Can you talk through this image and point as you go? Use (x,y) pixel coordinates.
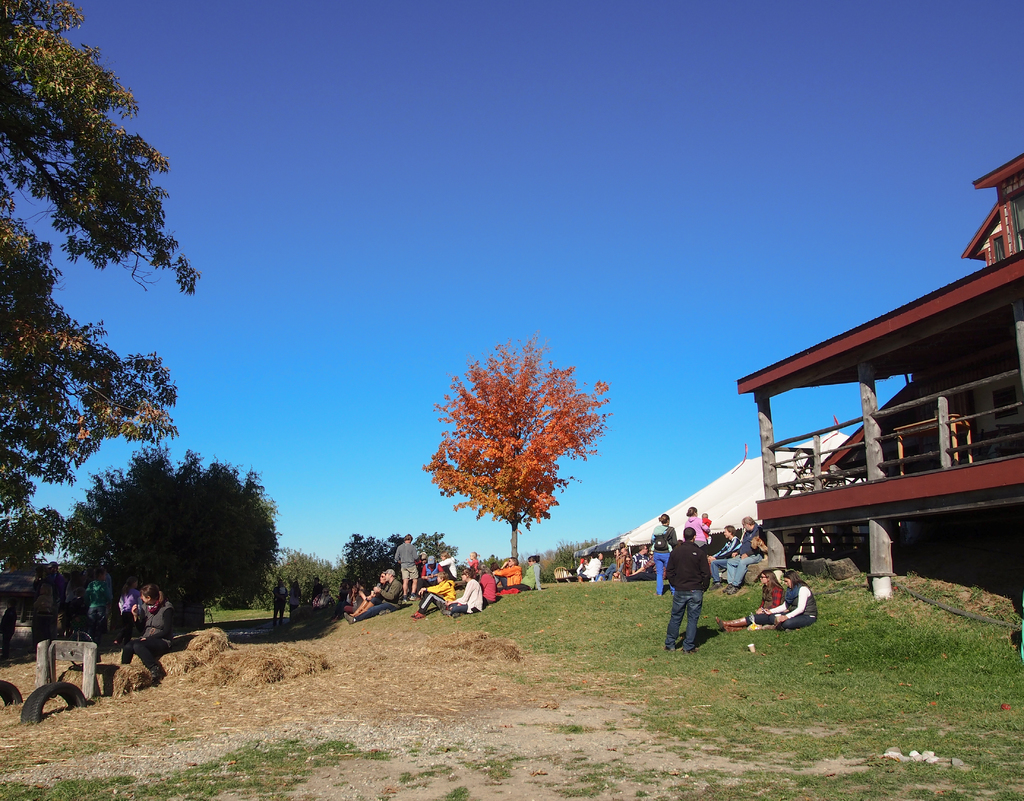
On the left (61,276) we can see dry grass (175,662), people (15,613), trees (32,549), tyres (15,696), grass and other objects (76,654). In the middle of the picture (523,407) we can see people (468,580), trees (502,456), grass (592,661) and tent (735,493). On the right (911,453) there is a building (880,366). At the top (371,140) there is sky (333,232).
